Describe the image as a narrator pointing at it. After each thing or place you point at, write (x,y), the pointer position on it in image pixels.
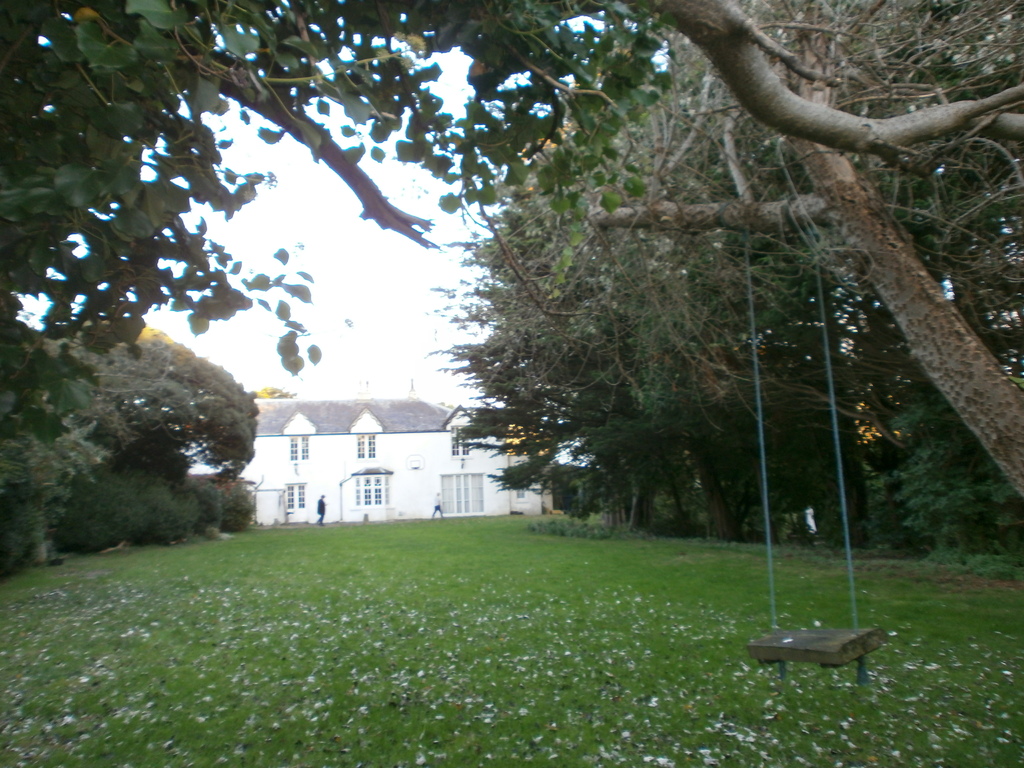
Here we can see a swing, grass (666,711), house (392,446), trees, and two persons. In the background (379,291) there is sky (459,236).
